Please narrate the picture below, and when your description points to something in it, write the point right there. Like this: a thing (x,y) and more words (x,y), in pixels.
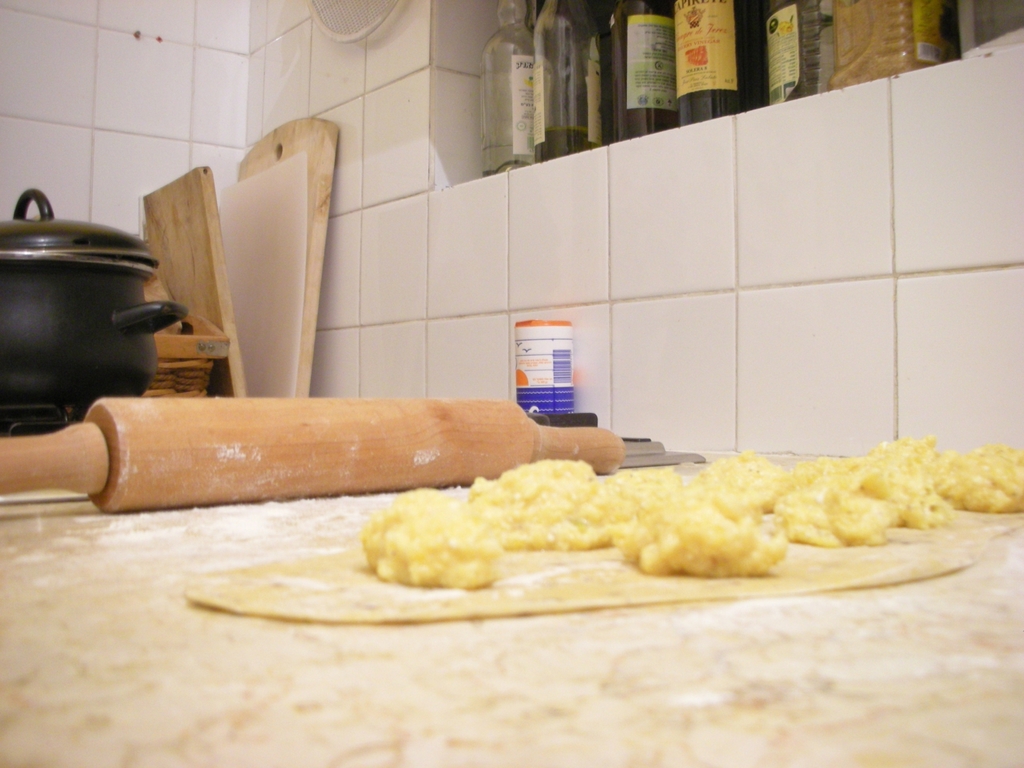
In this image there are food items (505,612) on the platform (737,617). There is a roller (321,455) and there are a few other objects (627,442). There is a cooker (136,296) on the stove (26,425). Behind the cooker (84,388) there are some wooden objects (172,266). There are bottles (555,123) on the platform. In the background of the image (419,95) there is a tile wall (183,81). There is some white color object (349,16) on the wall (309,30).
